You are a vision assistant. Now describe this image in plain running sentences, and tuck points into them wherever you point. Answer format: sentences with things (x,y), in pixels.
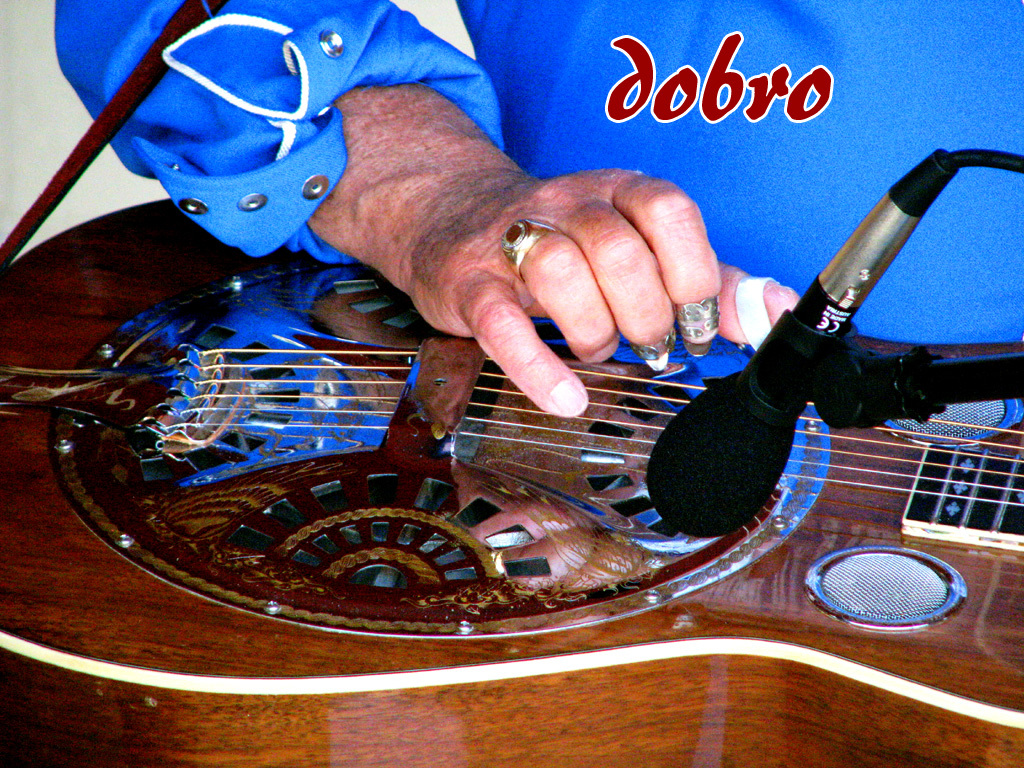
In this picture we can see a person (630,251) is playing a guitar (370,355) with his fingers (653,283). This is a mike (718,505).
